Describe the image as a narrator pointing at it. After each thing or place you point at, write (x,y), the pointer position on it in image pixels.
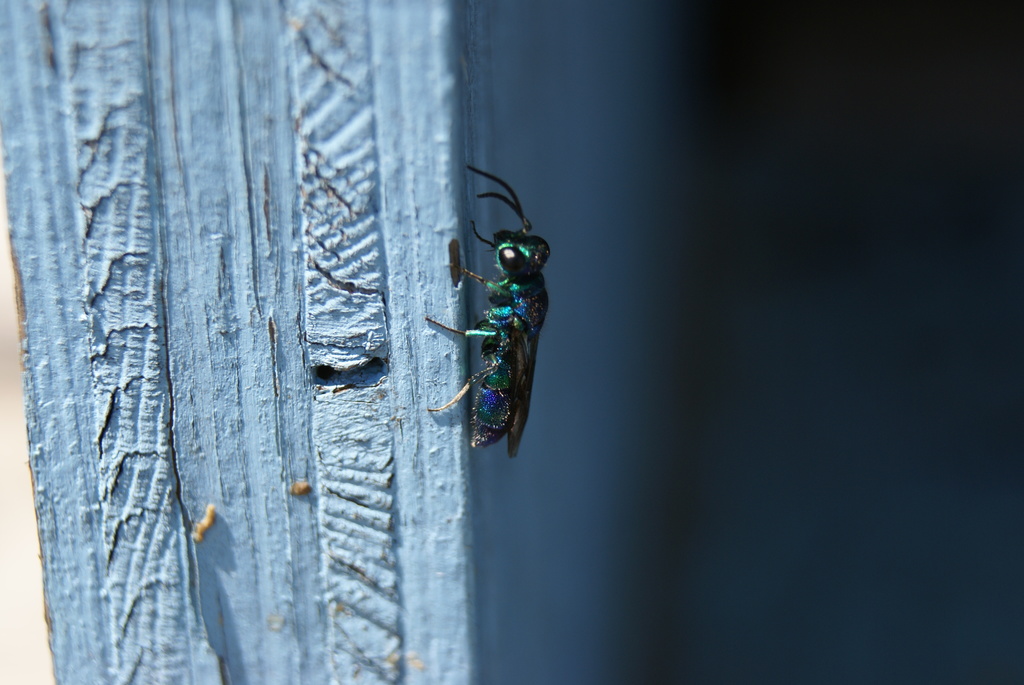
In this image we can see an insect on a blue surface (446,515).
